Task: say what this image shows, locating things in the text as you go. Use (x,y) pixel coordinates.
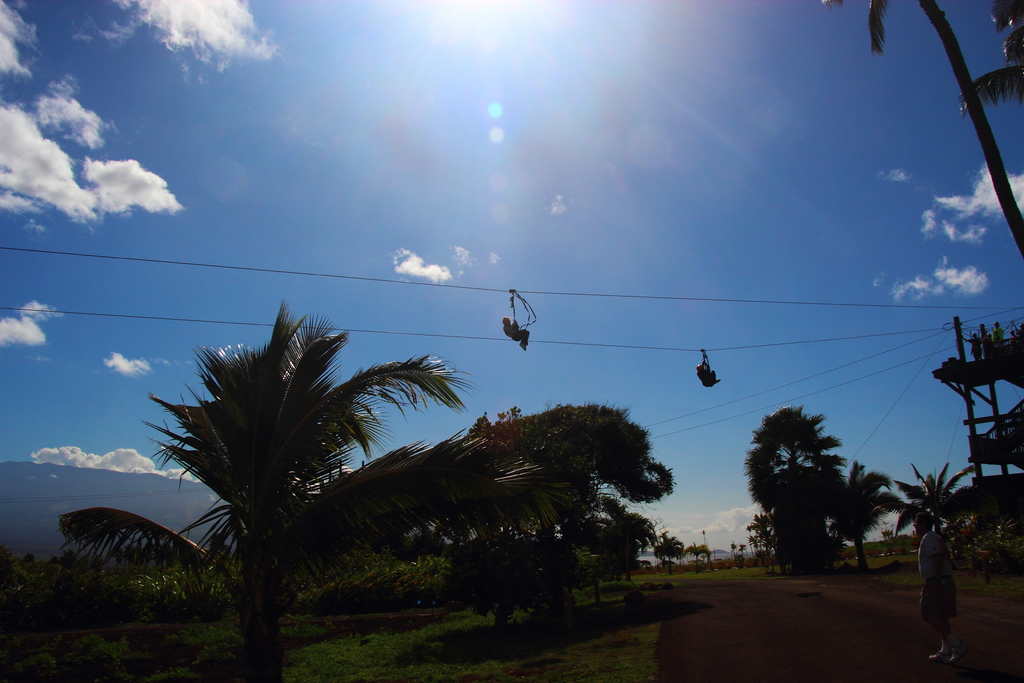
This is the picture of a place where we have two people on the rope way (846,365) and around there are some trees (513,463), plants (190,585) and also we can see some clouds (7,161) to the sky (385,229).
